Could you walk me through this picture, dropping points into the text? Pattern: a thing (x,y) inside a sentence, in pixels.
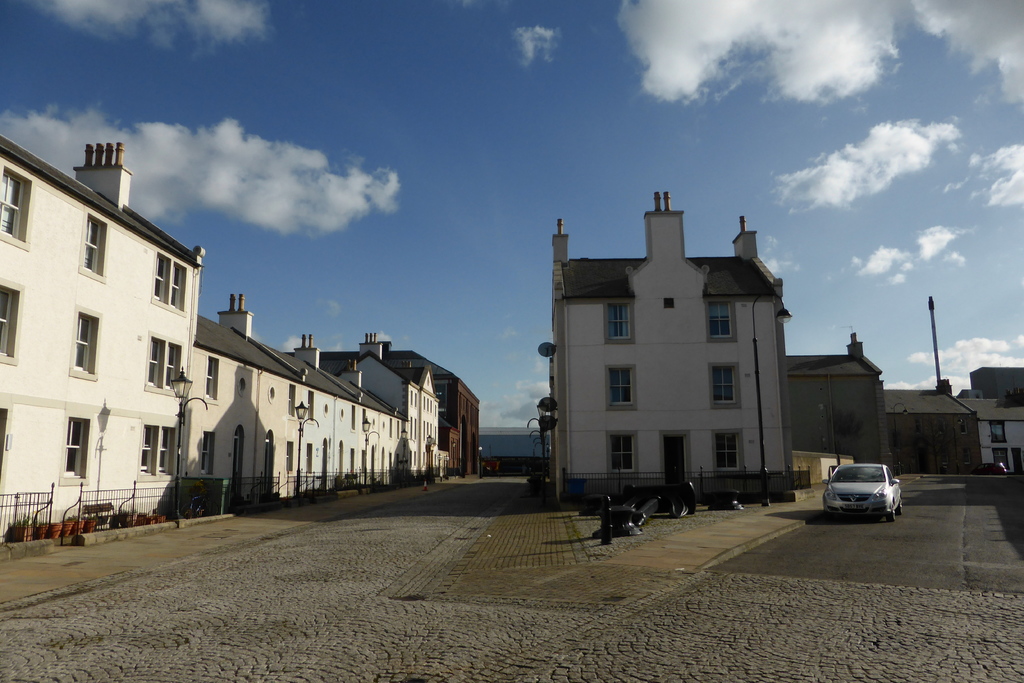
On the right (689,363) we can see buildings (766,395), car (844,494), road (944,496), poles (765,485) and other objects (652,514). On the left (236,385) there are buildings (133,446), railing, street lights (366,457), plants (47,529) and other objects (147,517). In the foreground of the picture (530,598) we can see road (446,505). At the top (433,126) it is sky (515,101).
